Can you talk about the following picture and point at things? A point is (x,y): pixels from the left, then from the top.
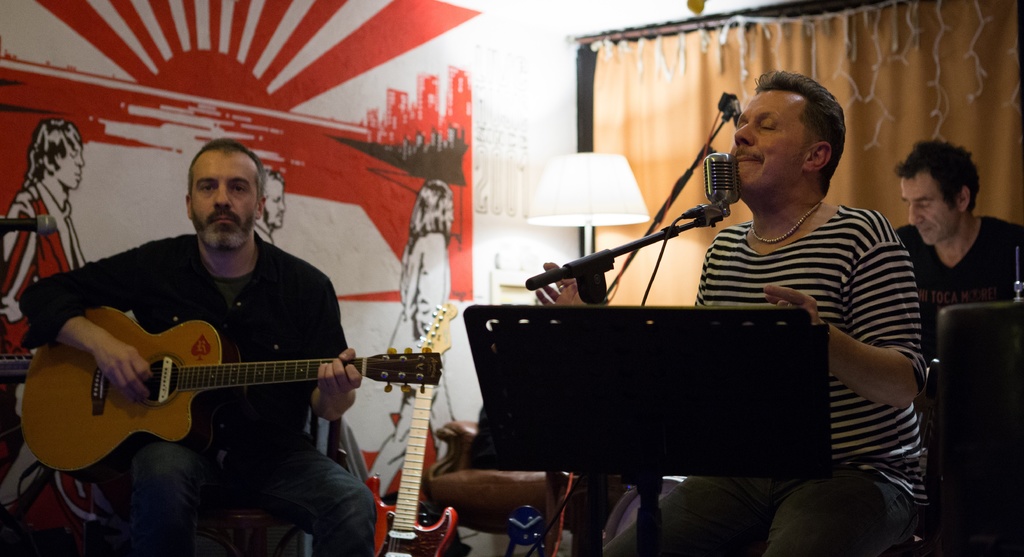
In this image, There are some people (150,554) sitting on the chairs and they are holding some music instruments (373,366) and there is a microphone (716,206) which is in black color, There is a man (790,231) singing in the microphone (716,190), In the background (740,220) there is a curtain (682,104) in yellow color.
